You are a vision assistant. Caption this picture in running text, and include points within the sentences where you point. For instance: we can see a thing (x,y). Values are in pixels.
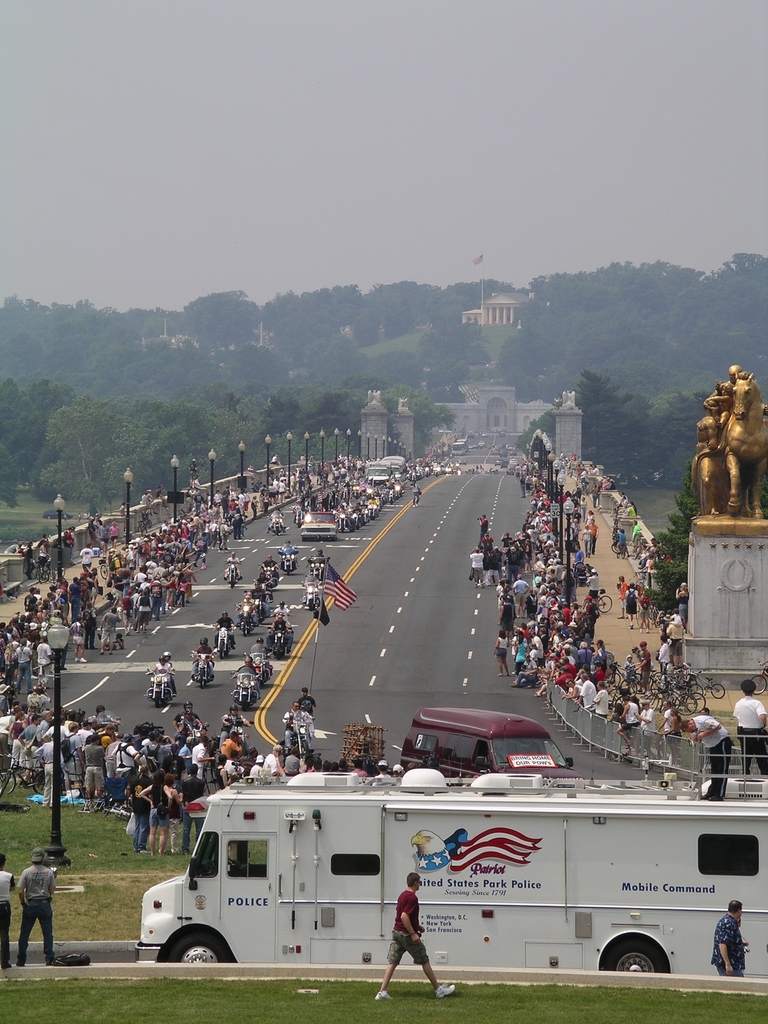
In the image there is a vehicle (476,910) in the foreground (234,821) and behind the vehicle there is a crowd (499,668) around the road (509,670) and on the road (319,545) there are bikes (376,493) and other vehicles (320,524), there is a statue (724,428) on the right side of the image (723,439), in the background (98,353) there are trees (299,385).
